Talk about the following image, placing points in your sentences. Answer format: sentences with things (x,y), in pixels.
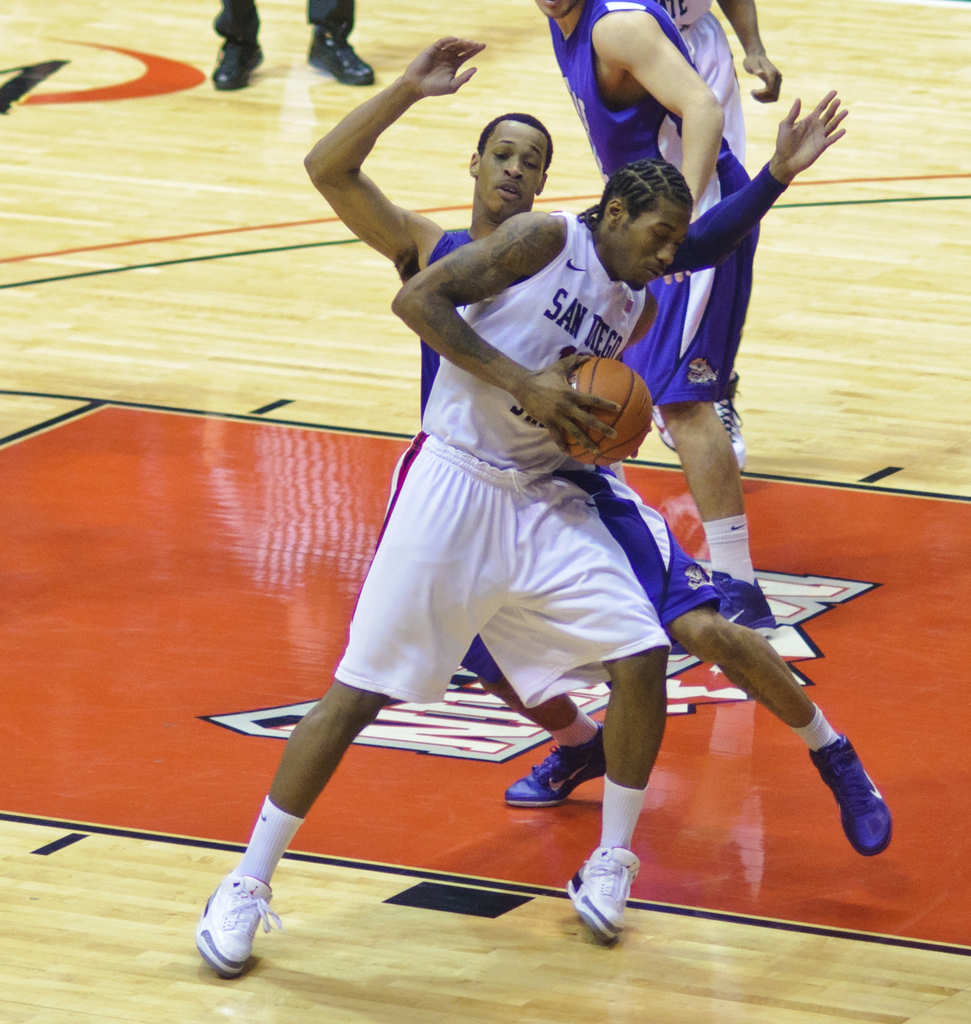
This image is taken indoors. At the bottom of the image (279,933) there is a floor (99,245). In the background (253,49) a person (342,5) is standing on the floor (307,62). In the middle of the image (570,425) four men (577,287) are playing with a ball (621,410).
